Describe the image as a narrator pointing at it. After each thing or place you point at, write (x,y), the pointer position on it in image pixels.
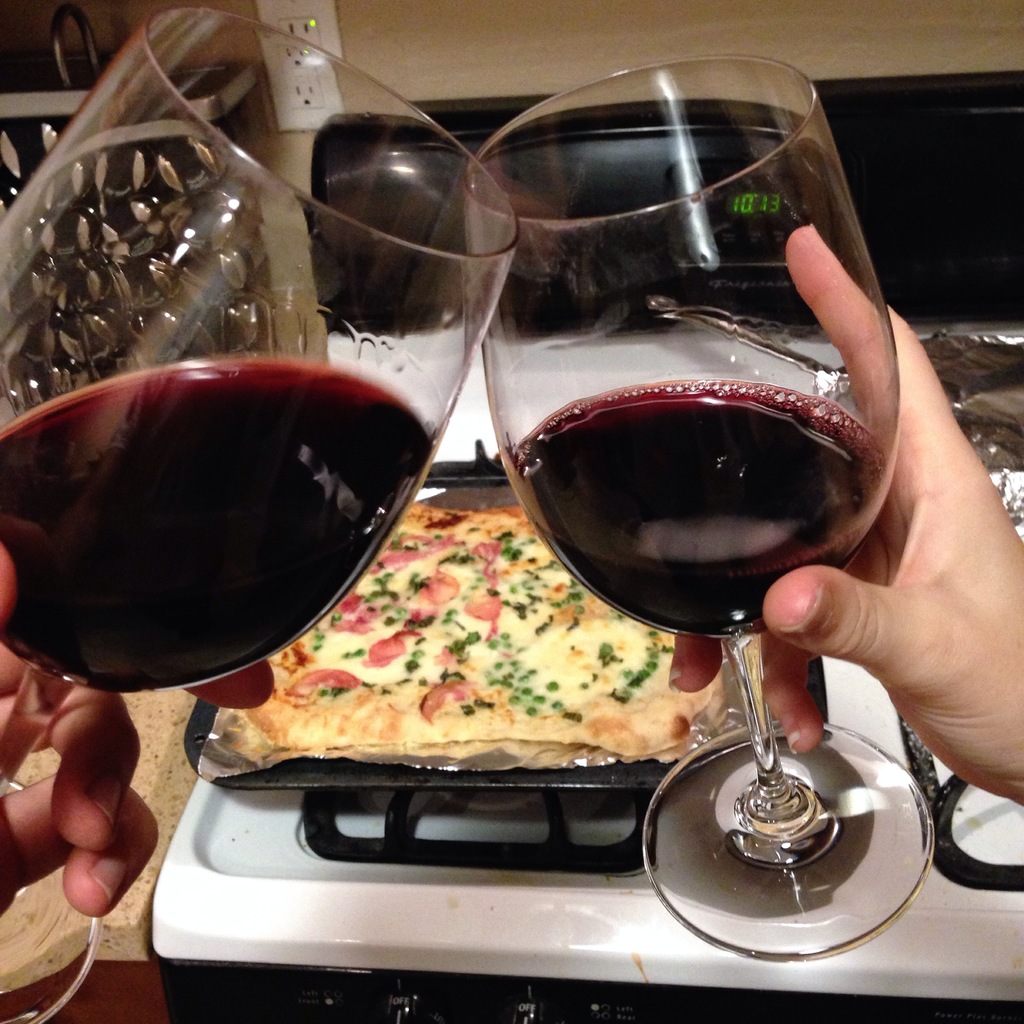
In this image, I can see the hands (64,757) of two persons (64,826) holding wine glasses (381,472) with wine (350,569). At the bottom of the image (391,747), I can see a food item (372,725) on a tray (460,780), which is kept on the stove (526,861). In the background (314,22), I can see a socket (304,8) attached to the wall (426,34).
